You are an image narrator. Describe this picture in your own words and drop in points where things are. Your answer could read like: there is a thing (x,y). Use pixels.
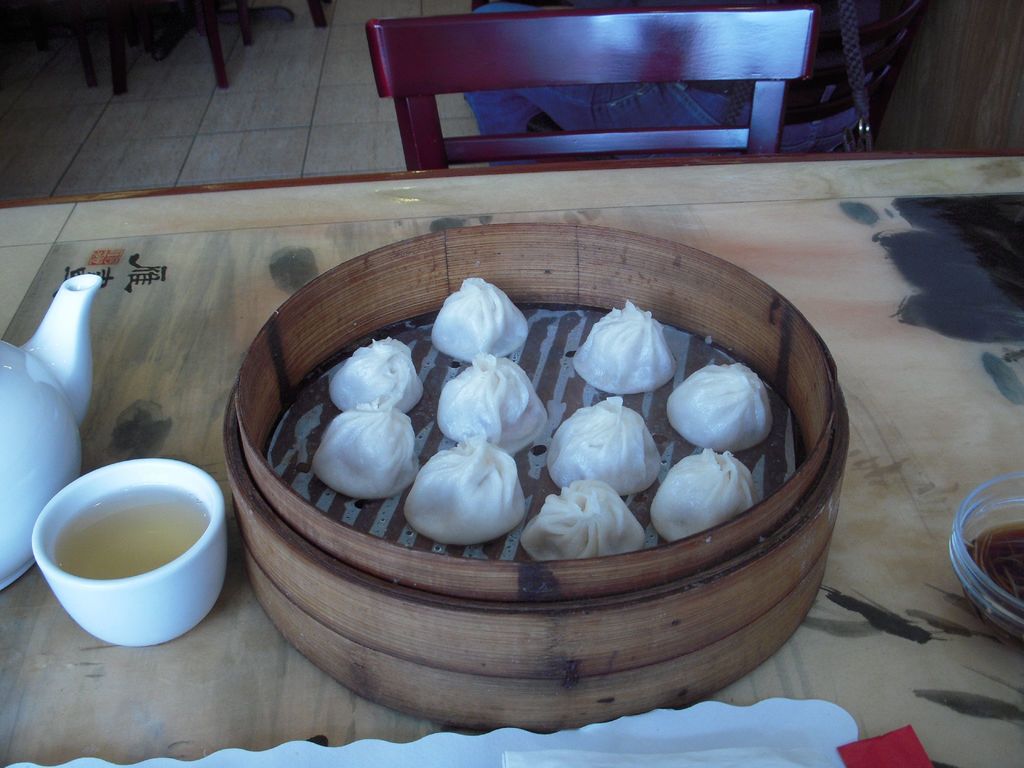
We can see kettle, cup (86,511), food (502,394), container (549,563), bowl (983,580) on the table (315,214). In front of this table (364,209) there is a person (833,119) sitting on the chair (841,90). We can see chairs (421,70) on the floor (275,91).
